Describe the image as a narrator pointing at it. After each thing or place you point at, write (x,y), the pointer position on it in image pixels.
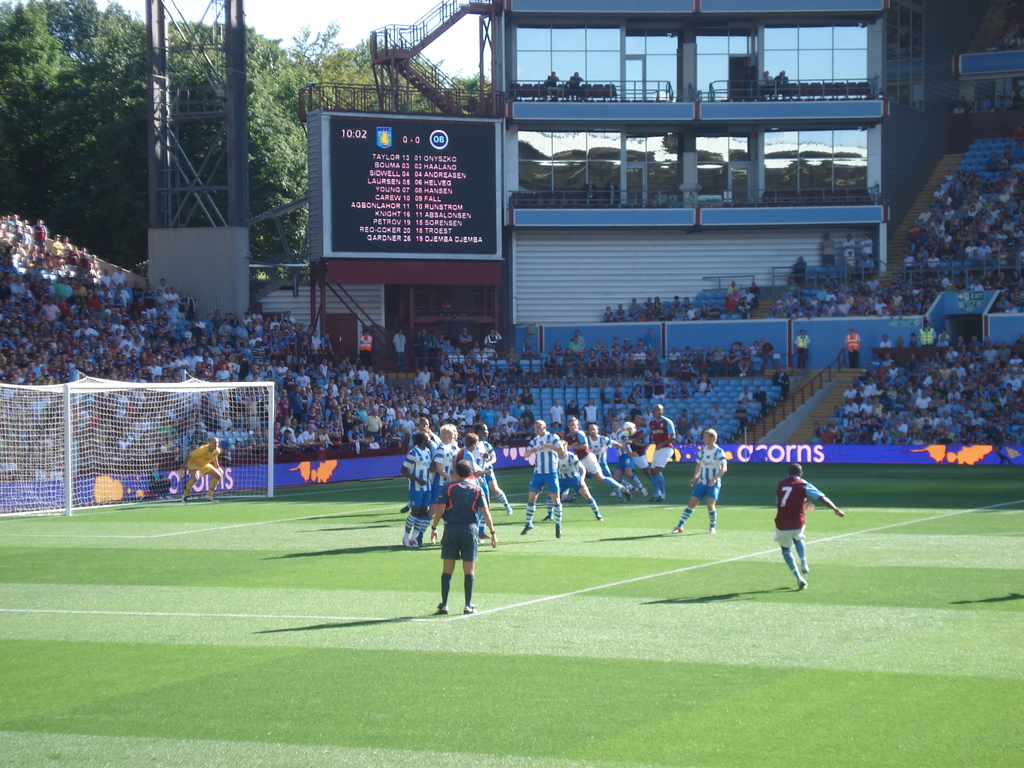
In the picture we can see group of people (494,461) wearing sports dress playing football and in the background of the picture (242,344) there are some persons (184,358) sitting on chairs (743,382), there is a score board (364,221), there are some trees (302,131) and top of the picture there is clear sky (476,47).
